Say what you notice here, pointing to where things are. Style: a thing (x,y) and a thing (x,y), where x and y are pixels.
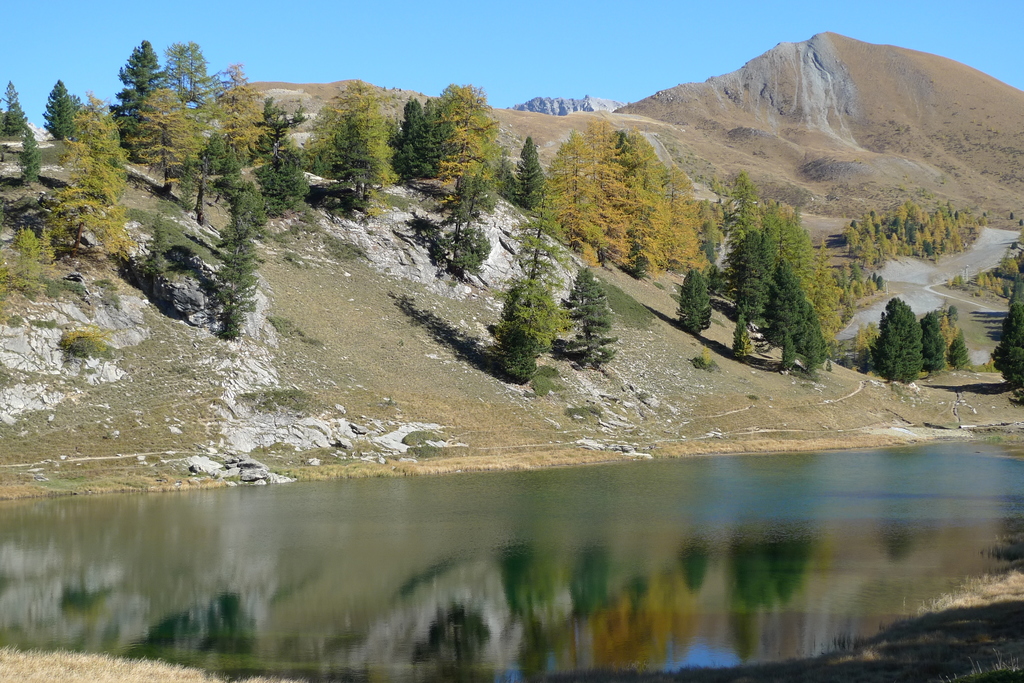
In this image we can see a lake (750,541) in the middle of the image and there are some mountains (324,349). We can see some trees (931,229) and there is a path (970,267) in between the trees (912,227) and at the top (388,45) we can see the sky (107,38).
